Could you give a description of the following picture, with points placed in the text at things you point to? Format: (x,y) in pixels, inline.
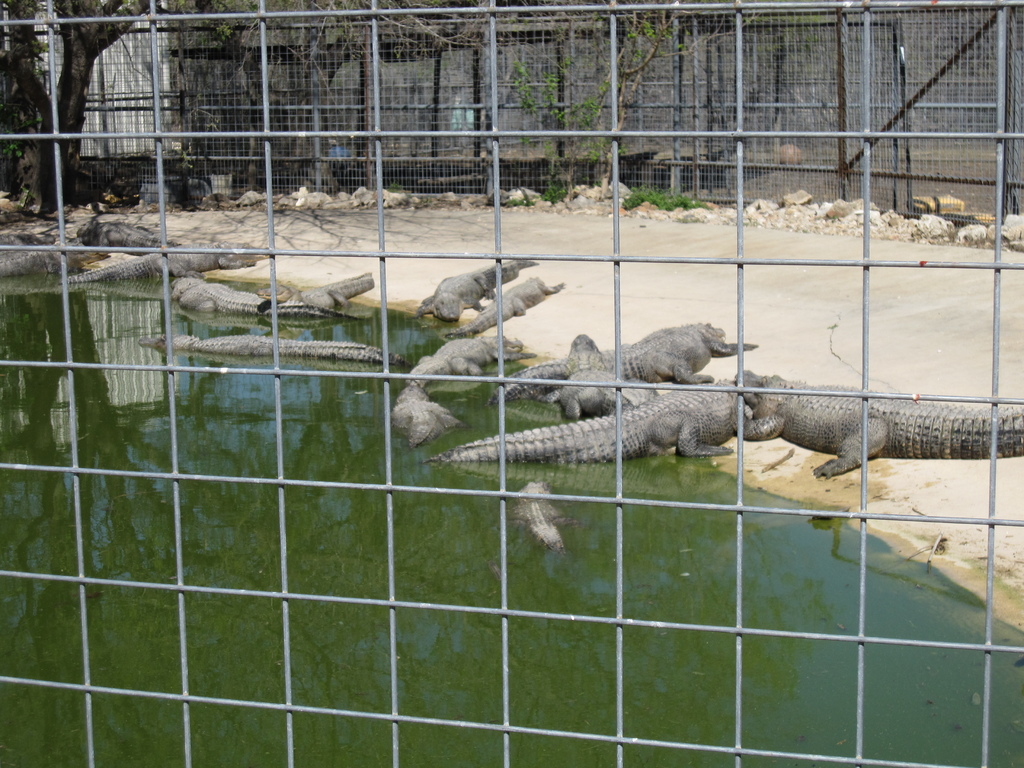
This looks like a fence (680,110). I can see the crocodiles (441,369). These are the water (196,397). I can see the tree trunks (74,57). These are the rocks (595,200).
